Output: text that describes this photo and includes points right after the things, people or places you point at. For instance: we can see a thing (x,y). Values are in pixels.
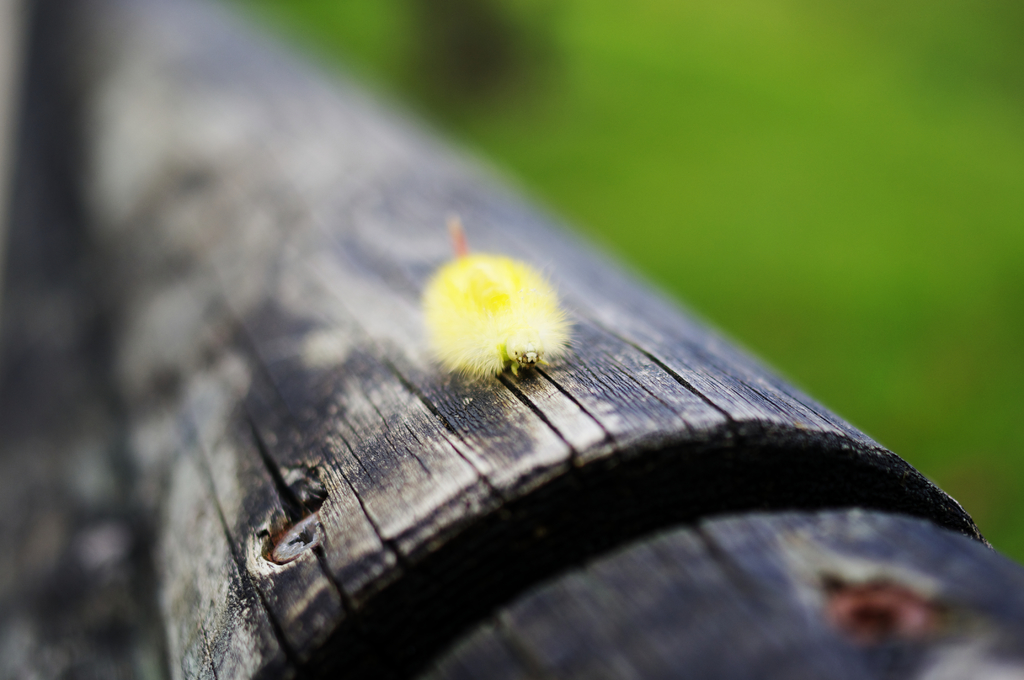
In the middle of the image (475,288) there is an insect (504,350) on a stem (473,231).
